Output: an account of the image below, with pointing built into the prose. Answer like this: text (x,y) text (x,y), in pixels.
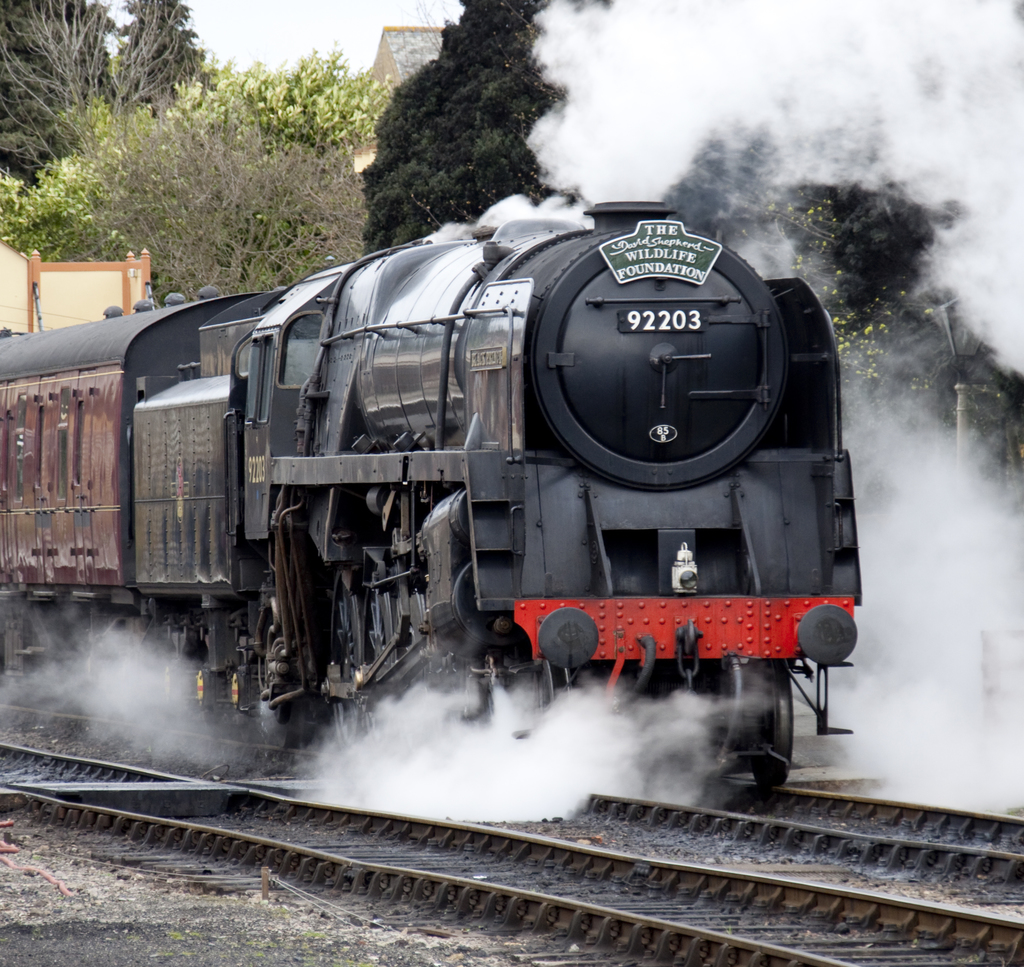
In the picture we can see a steam engine train (144,426) on the track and the engine (304,361) is black in color and leaving a smoke (914,476) and in the background (831,265), we can see some trees (148,47) and some building walls (18,281) and a sky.
